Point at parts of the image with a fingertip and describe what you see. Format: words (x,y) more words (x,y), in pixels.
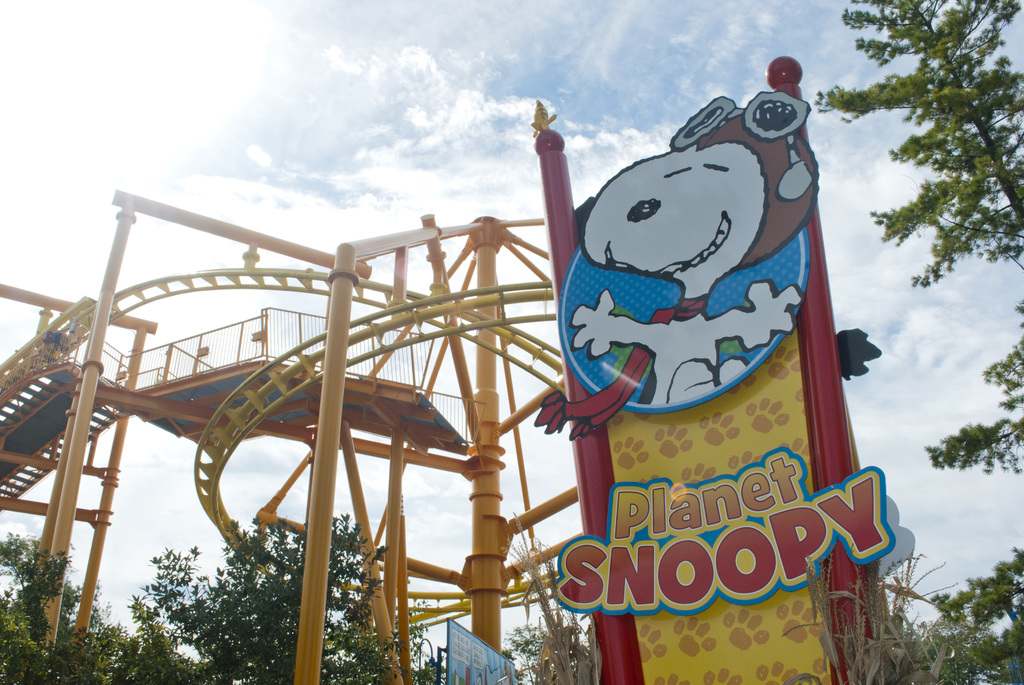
Sky (329,80) is cloudy. Here we can see trees (954,72), hoarding (753,453), fence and rods (348,299).
